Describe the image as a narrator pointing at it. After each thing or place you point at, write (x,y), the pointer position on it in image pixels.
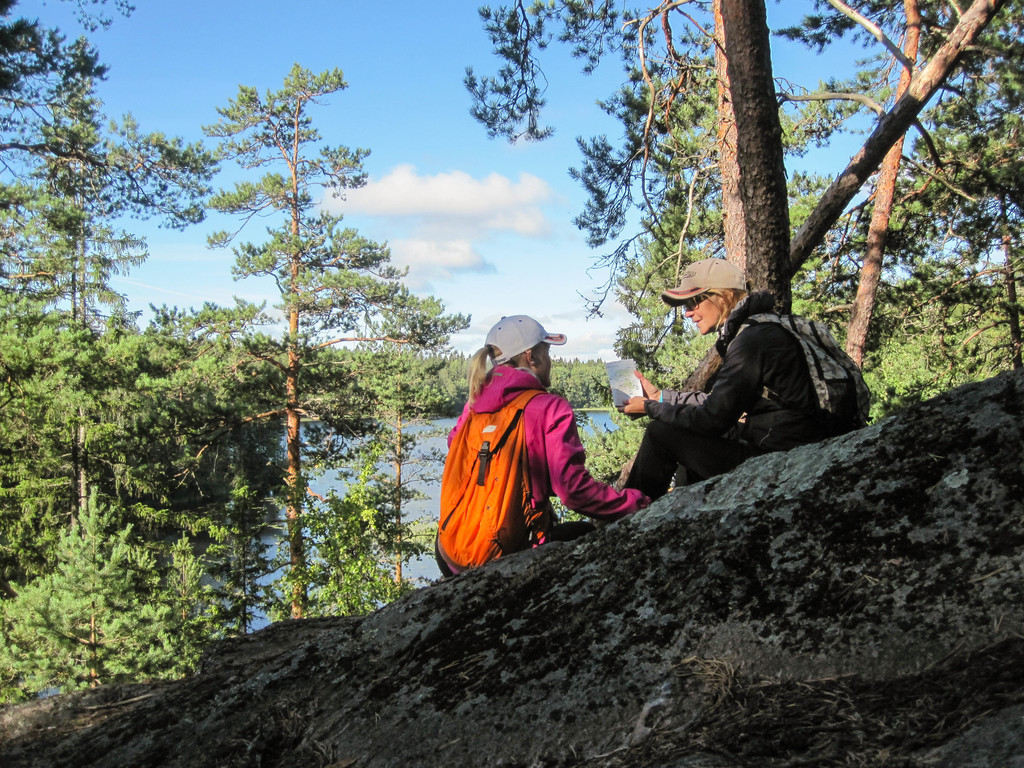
In this picture we can see two women (552,480) carrying bags (817,405) and sitting on a rock (933,447), water (438,444), trees (39,383) and in the background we can see the sky (387,149) with clouds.
